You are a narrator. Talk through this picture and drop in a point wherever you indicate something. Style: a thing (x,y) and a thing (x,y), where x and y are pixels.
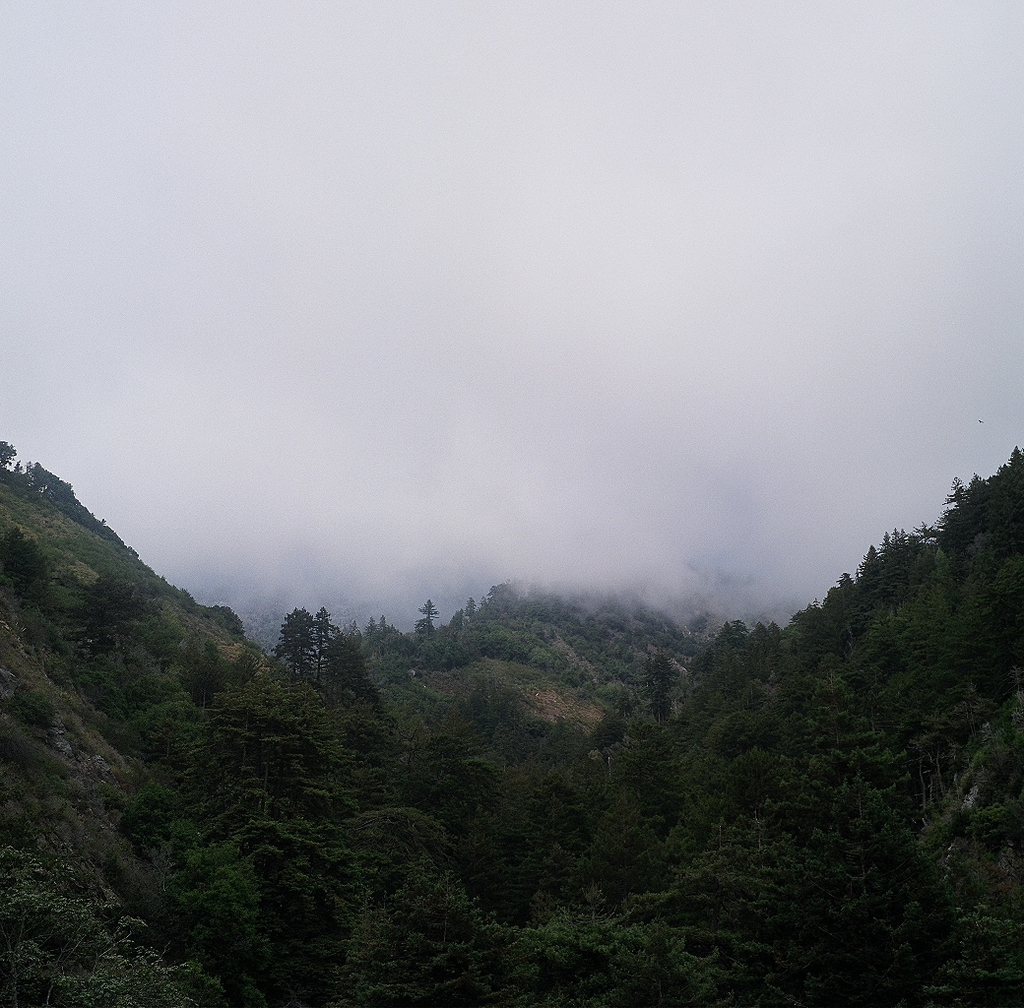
In the image we can see hills (70,680), trees (428,707) and a smoky cloud (484,409).
